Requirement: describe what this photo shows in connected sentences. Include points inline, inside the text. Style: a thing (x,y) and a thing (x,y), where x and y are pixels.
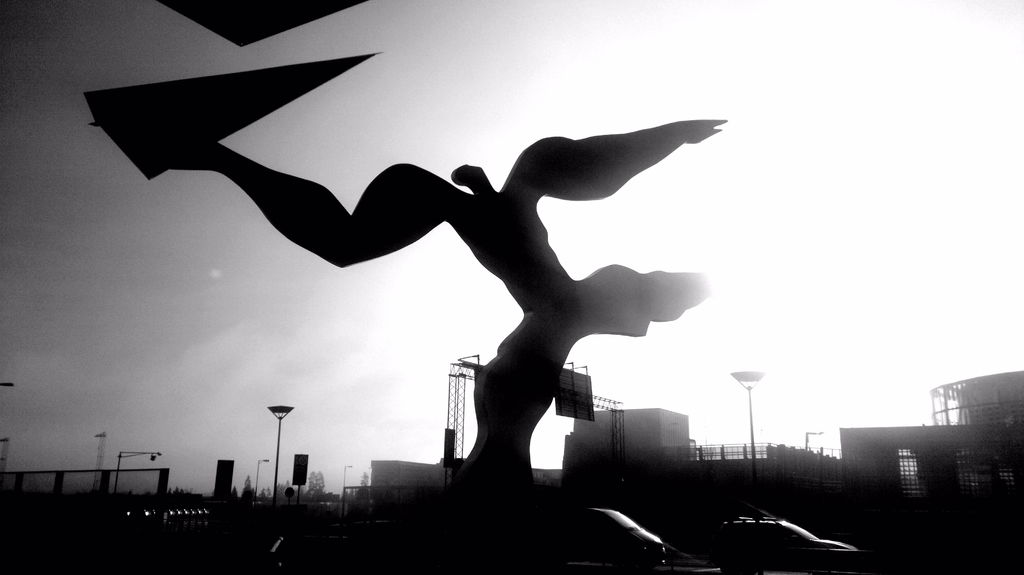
There is a black and white image, in it we can see a sculpture (570,312). We can even see pole (752,409), fence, door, trees (244,485), vehicles (618,522), building (667,421) and the sky (479,70).
